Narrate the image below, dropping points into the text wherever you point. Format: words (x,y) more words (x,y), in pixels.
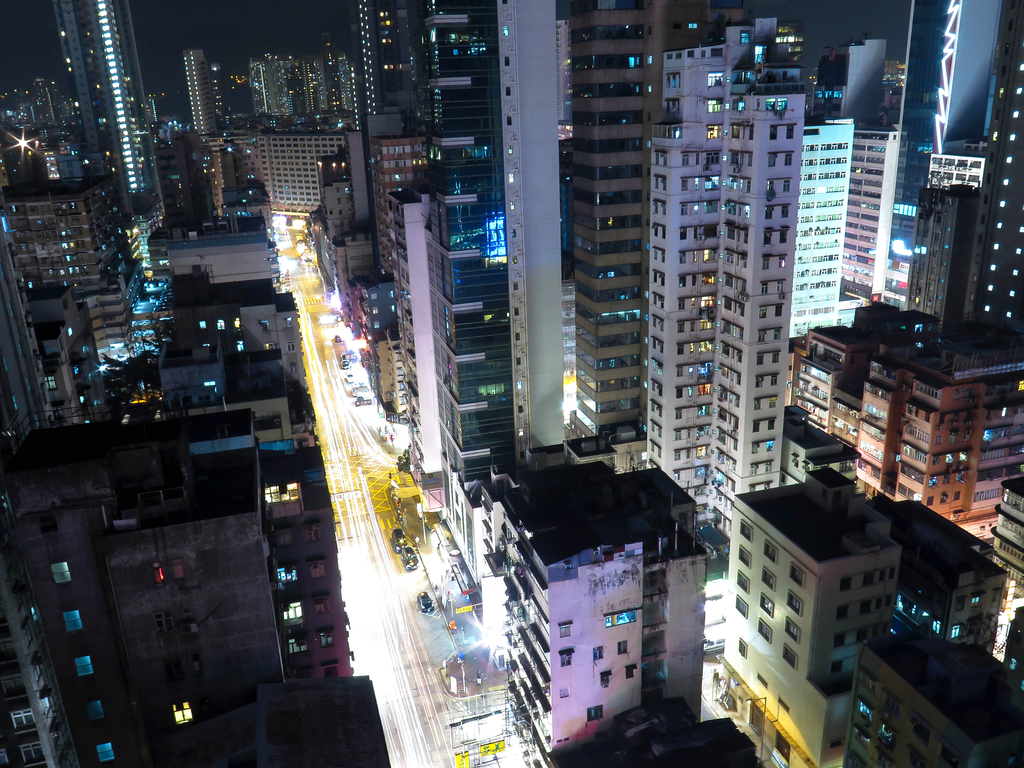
In the image we can see there are lot of buildings (432,389) and there are cars (429,602) parked on the road (366,529).
